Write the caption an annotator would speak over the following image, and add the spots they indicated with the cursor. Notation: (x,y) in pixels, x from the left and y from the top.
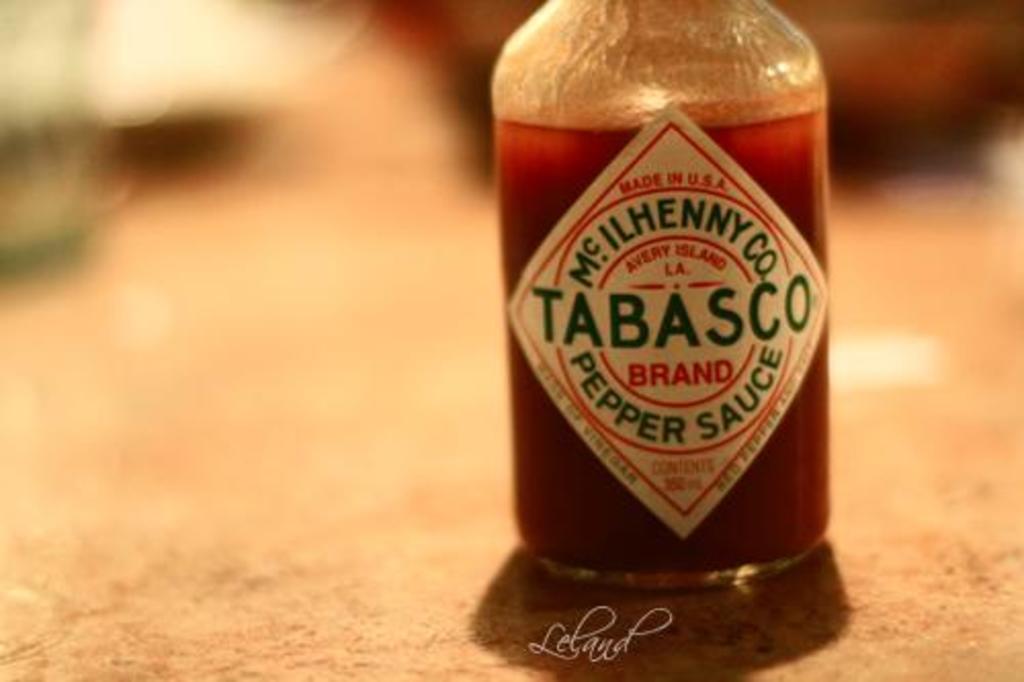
At the bottom of this image (599,609), there is a watermark (600,610). On the right side (823,307), there is a bottle (741,261) filled with sauce (782,487). On this bottle (735,193), there is a sticker (626,339). And the background (40,22) is blurred.
